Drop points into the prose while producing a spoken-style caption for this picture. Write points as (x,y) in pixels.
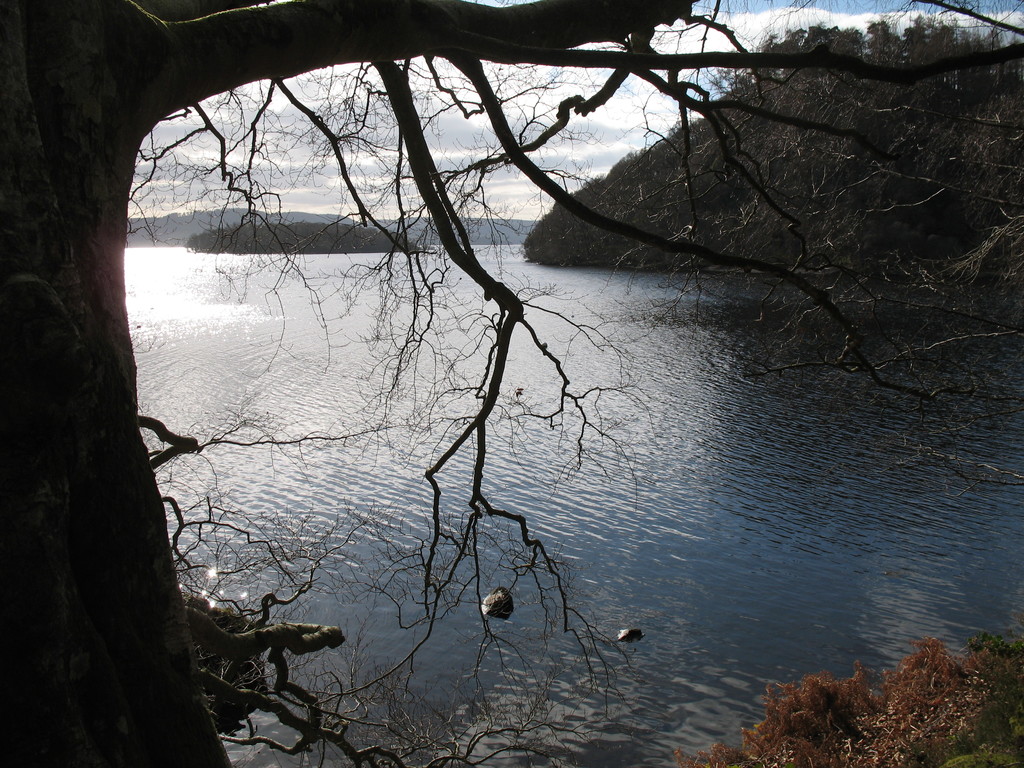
In this picture we can see tree (537,6), water (490,248), grass (985,756) and leaves (961,681). In the background of the image (553,263) we can see trees (808,84), hills (192,229) and sky (567,158) with clouds (571,185).
